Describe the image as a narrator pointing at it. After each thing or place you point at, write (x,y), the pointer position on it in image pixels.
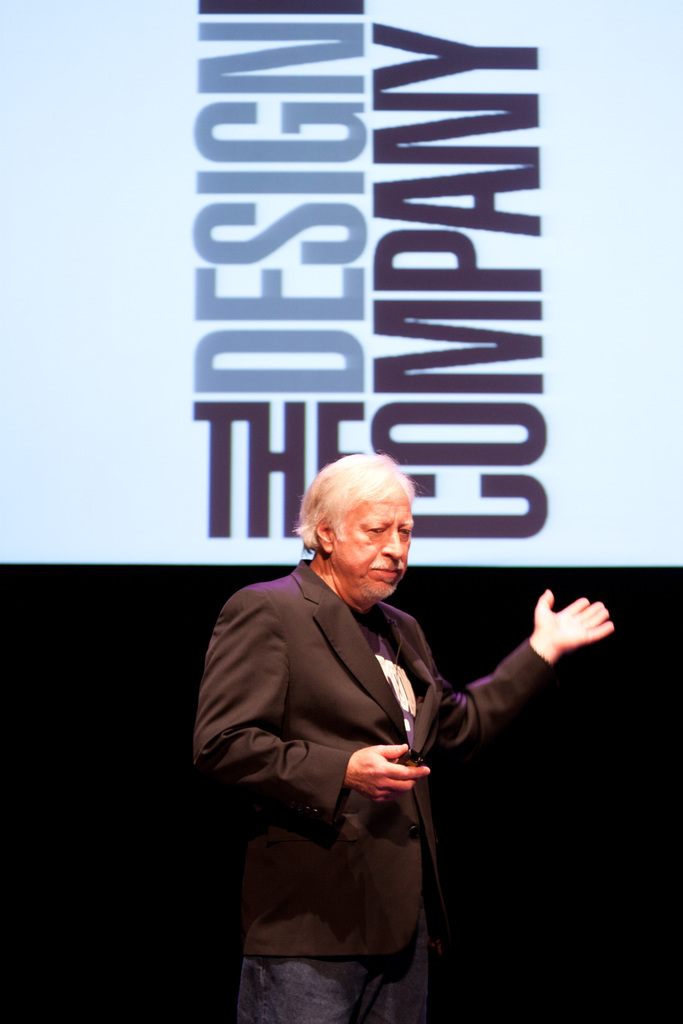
The man (329,676) in the middle of the picture (344,639) wearing black blazer (389,879) is holding something in his hand (405,792) and he is trying to explain something. Behind him, we see a white board (311,187) with some text (298,372) written on it. Behind him, it is black in color.
